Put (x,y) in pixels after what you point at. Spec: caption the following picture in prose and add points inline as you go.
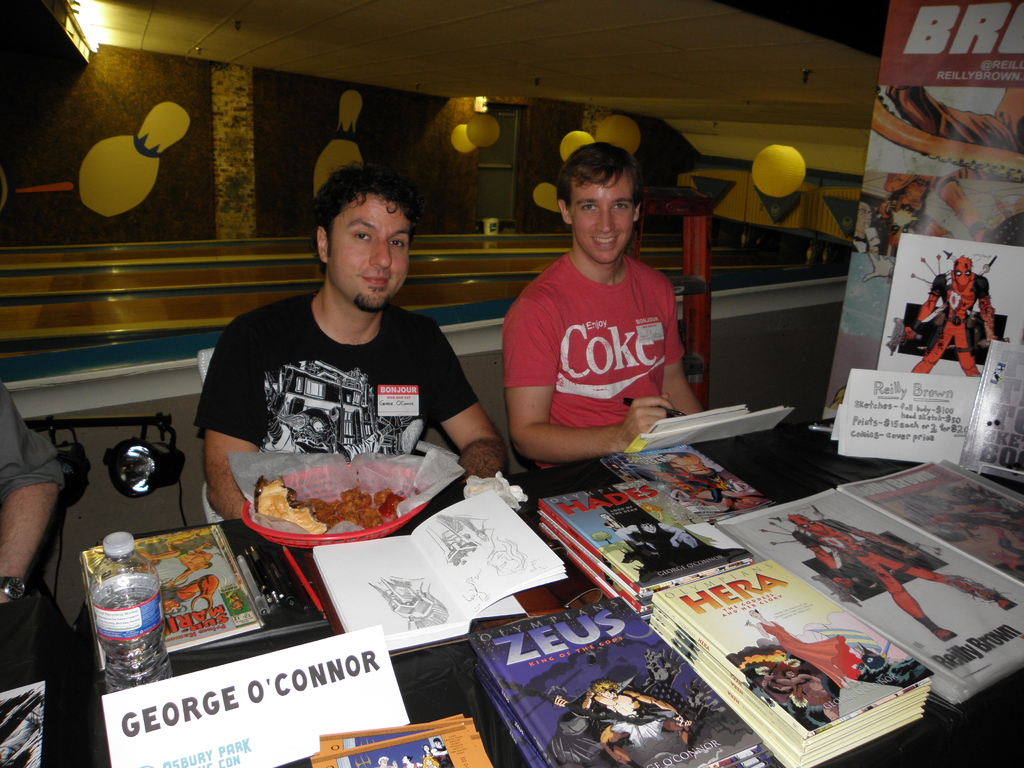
In this image we can see two men (611,375) are sitting. One man (589,355) is wearing a red color T-shirt (596,402) and holding a marker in his hand (654,401). The other man (290,367) is wearing a black color T-shirt (329,396). In front of them, we can see a table (826,481). On the table (814,478), there are so many books (729,572), posters (977,339), bottle (153,602), papers (703,421) and food item (359,514) is present. There is a banner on the right side of the image (948,144). We can see a light (74,478) and a person (28,476) on the left side of the image (9,465). In the background (129,273), we can see railing (417,260), wall (458,114), light (79,24) and the roof (422,67). We can see yellow color balls (586,139) are hung from the roof (750,144).
